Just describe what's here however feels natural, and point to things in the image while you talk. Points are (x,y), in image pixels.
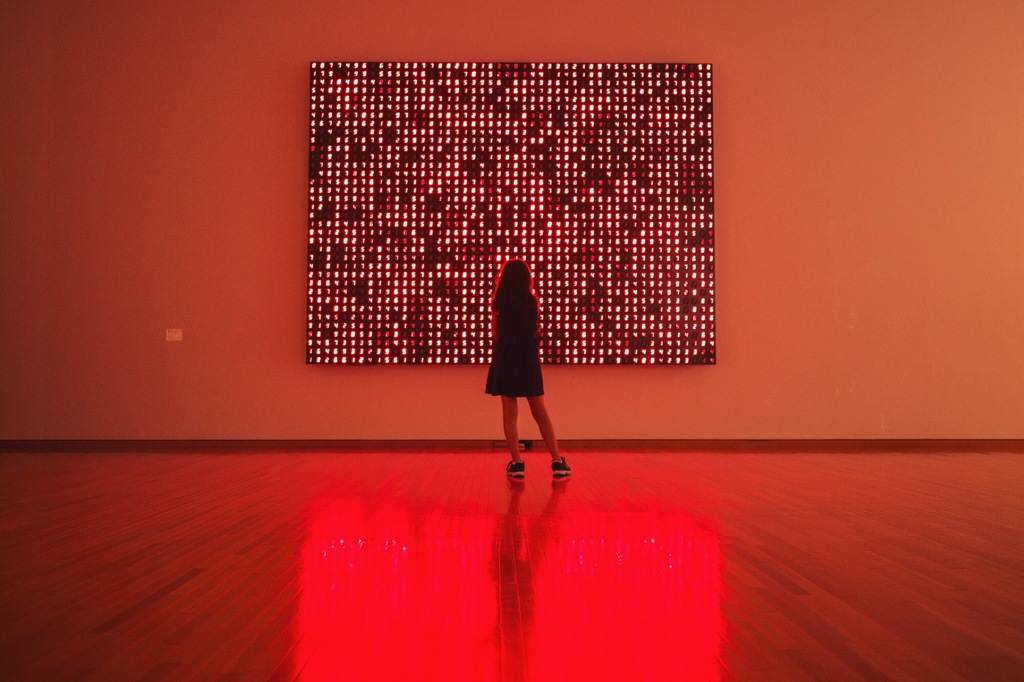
In this image we can see a person (505,274). In the background of the image (480,195) there is a wall (268,241) and an object (580,190). At the bottom of the image (573,616) there is the floor (454,619).
